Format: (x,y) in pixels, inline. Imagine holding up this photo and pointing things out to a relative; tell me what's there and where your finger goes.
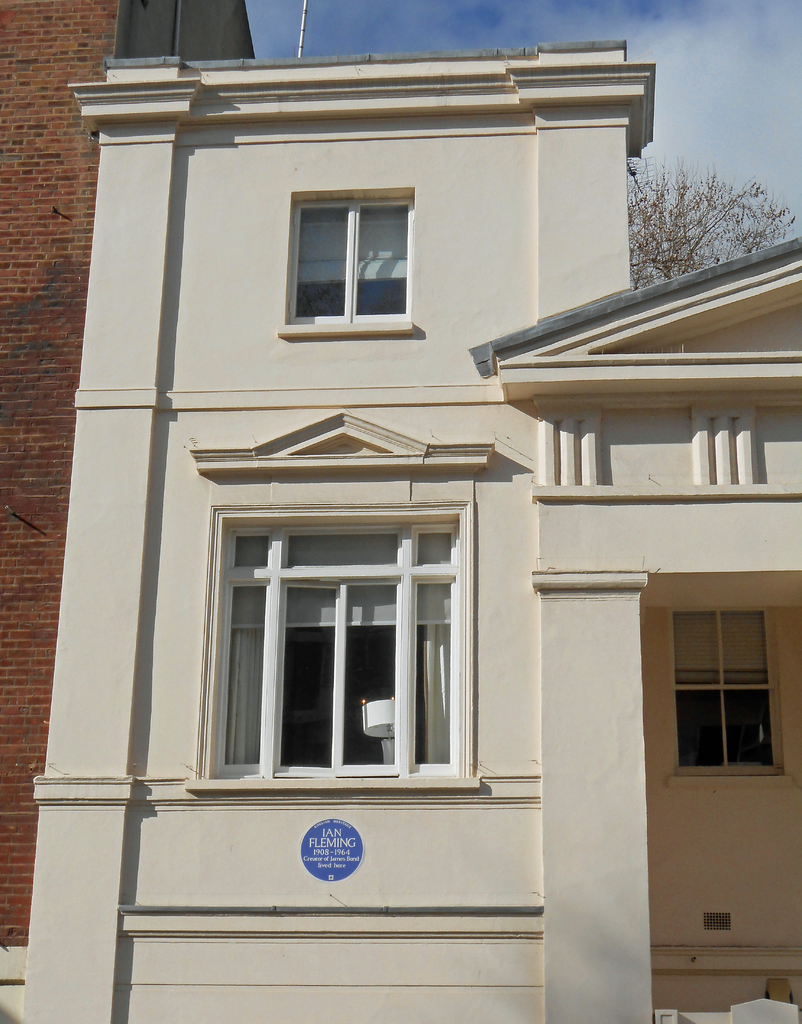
There is a white building (355,403). Beside that there is a brick wall (7,494) and there is a tree (698,237) at the back (713,201).
